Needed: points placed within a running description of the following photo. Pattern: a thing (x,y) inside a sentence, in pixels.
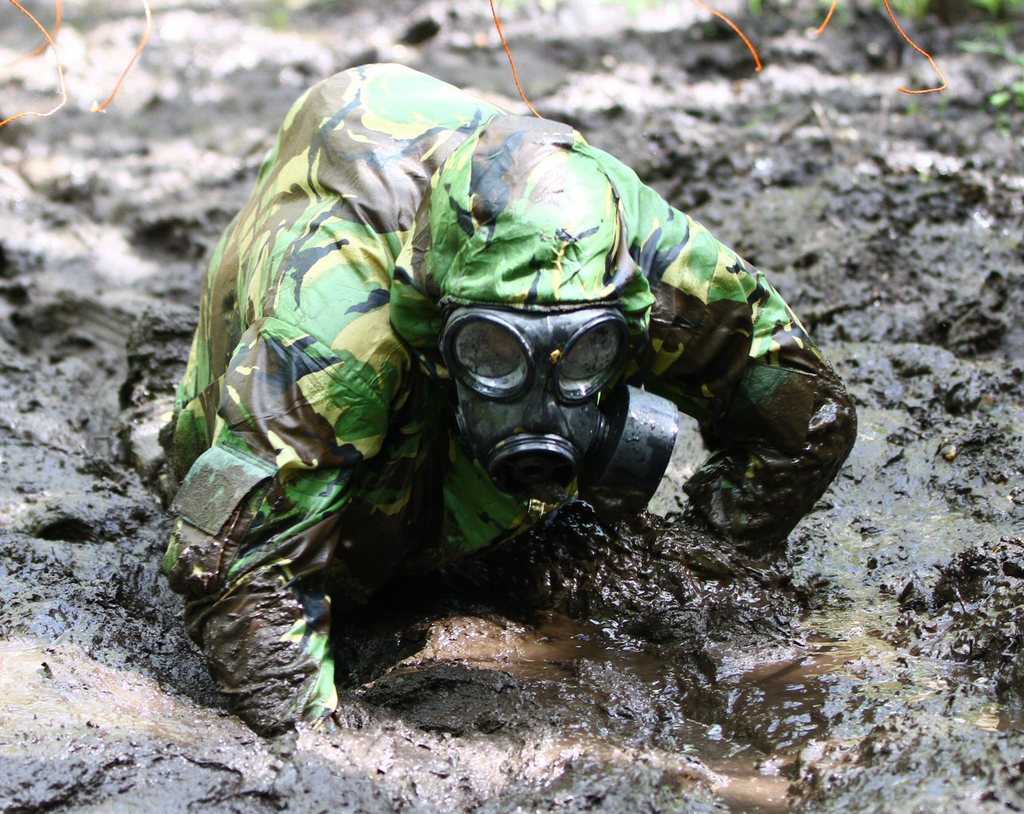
In this image we can see a person (499,318). At the bottom of the image (736,665), we can see mud (821,663).
